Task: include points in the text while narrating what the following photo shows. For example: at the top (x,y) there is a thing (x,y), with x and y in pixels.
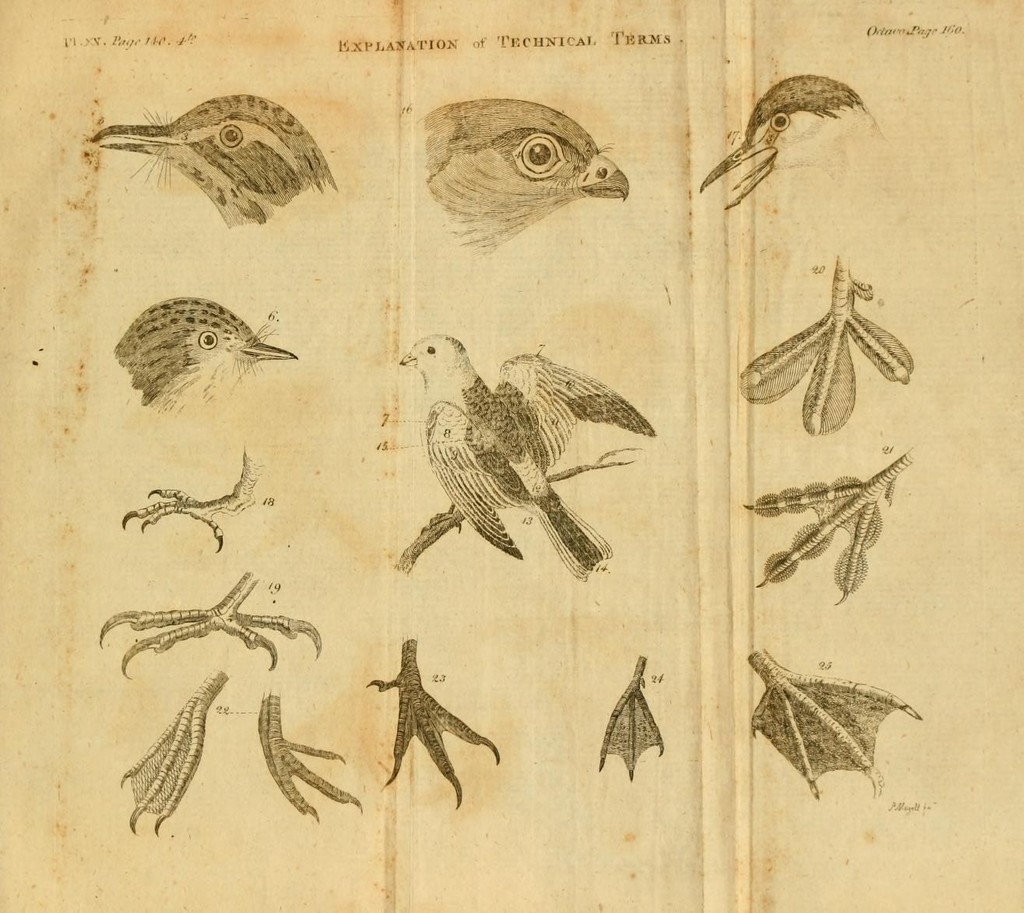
These are the drawings (510,479) of different birds (478,427) and its parts (581,566) in black and white on a yellowed paper (296,541).
